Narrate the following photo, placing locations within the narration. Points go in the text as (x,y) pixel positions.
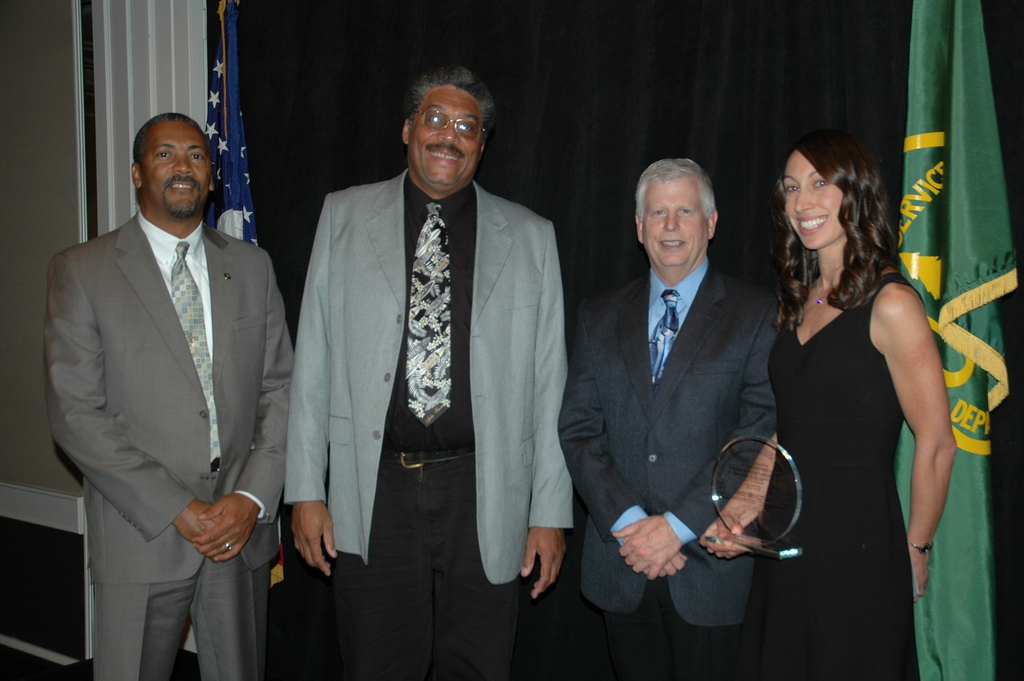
In this image we can see a few people (464,449) standing and smiling, among them one person (809,509) is carrying an object (781,485), in the background (269,153) we can see some flags (948,303) and a curtain (280,101).
